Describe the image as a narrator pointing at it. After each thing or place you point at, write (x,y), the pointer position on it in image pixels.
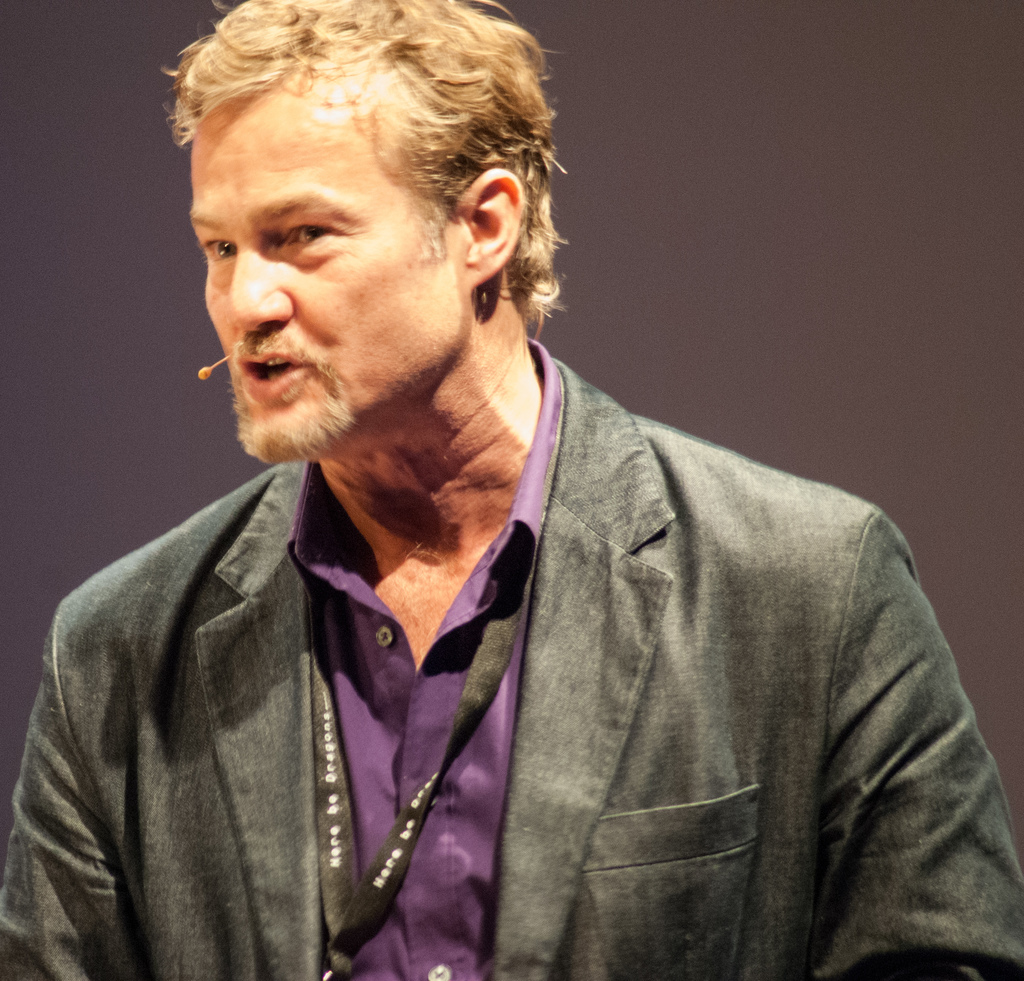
In the image I can see a person (421,853) who is wearing the suit (144,821) and a tag (349,846).
